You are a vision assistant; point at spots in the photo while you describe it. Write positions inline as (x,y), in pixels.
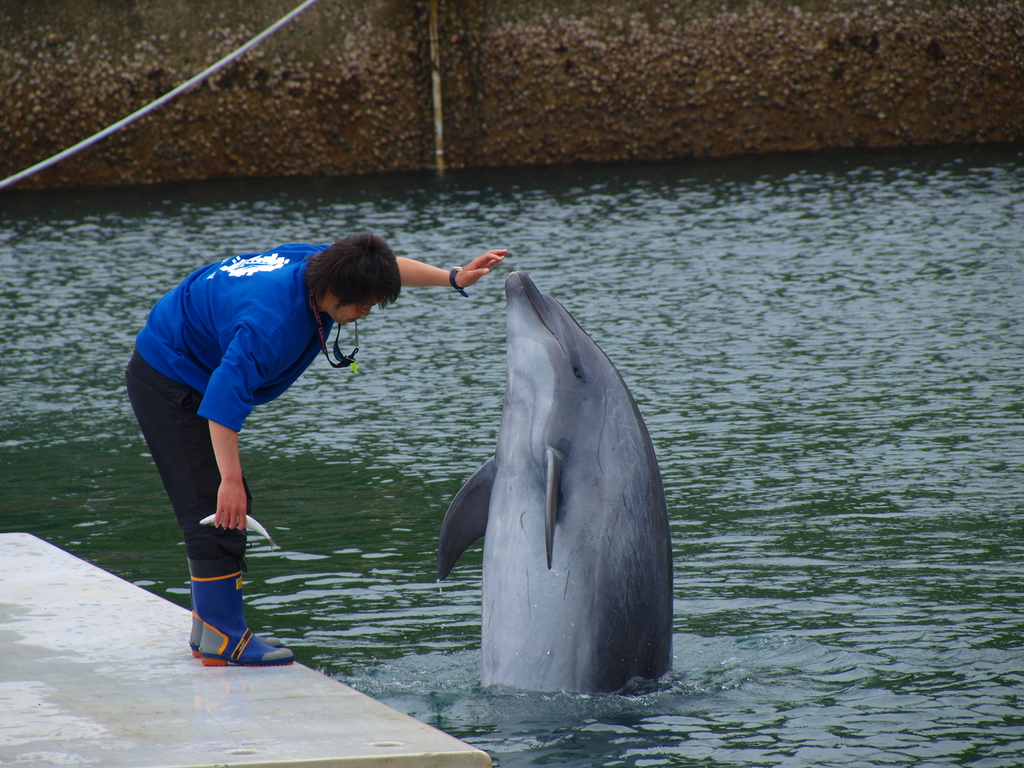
In this image we can see a man (222,616) is standing on the white color platform (118,681). He is wearing a blue T-shirt (236,330), pant (176,476), tag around his neck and holding fish (241,522) in his hand (241,525). In front of the man (205,626), we can see a dolphin (592,467) in the water (723,289). At the top of the image (444,56), we can see a wall (265,71) and a wire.
